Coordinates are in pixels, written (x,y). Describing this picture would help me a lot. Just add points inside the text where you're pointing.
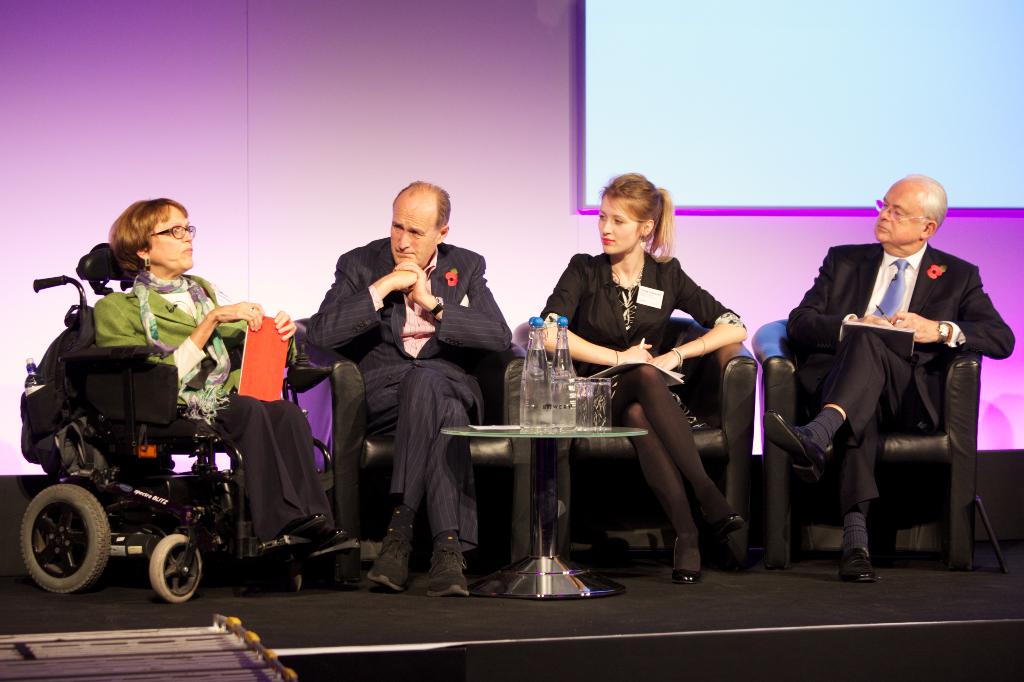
In this picture we can see three people (915,357) sitting on the chair (338,412). We can see a woman (204,329) holding a book (253,389) and sitting on a wheel chair (124,483). There are few bottles (565,427) and glasses (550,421) on a round table (546,473). There is a whiteboard (594,199) on the right side (1010,79).
